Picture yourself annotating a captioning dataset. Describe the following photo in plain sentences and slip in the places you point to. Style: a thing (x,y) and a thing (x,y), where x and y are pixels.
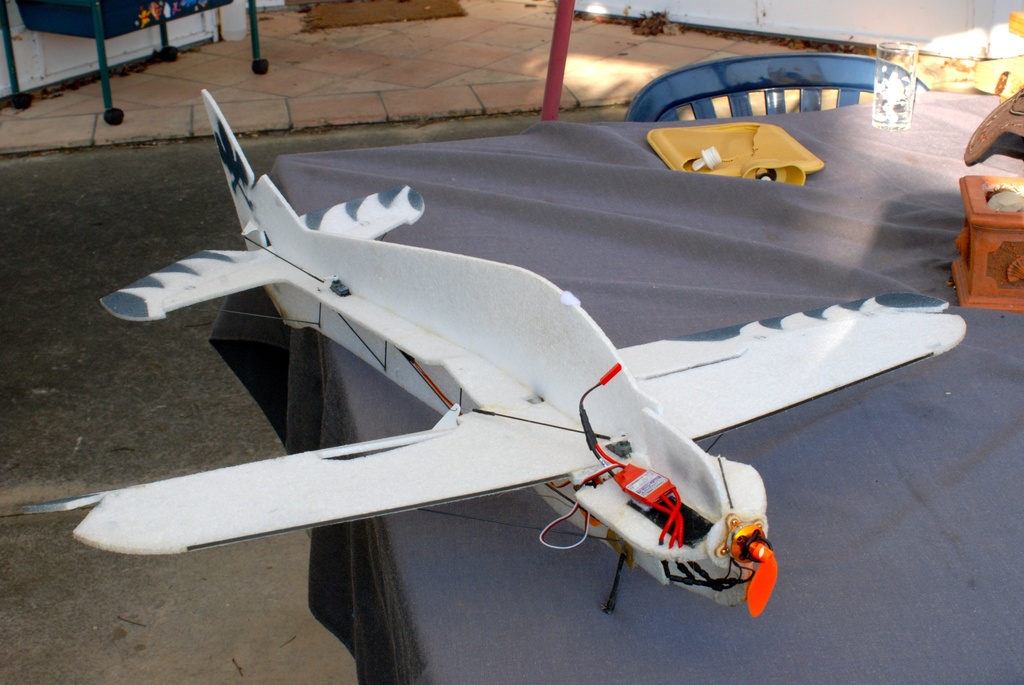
There is a table (865,528). On the table (867,471) there is a sheet (673,243). On that there is a model of a flight (528,348). Also there is a glass (898,89) and many other items (781,160) on the table (774,189). In the back (730,68) there is a chair (705,74) and also there is a stand (146,13).
